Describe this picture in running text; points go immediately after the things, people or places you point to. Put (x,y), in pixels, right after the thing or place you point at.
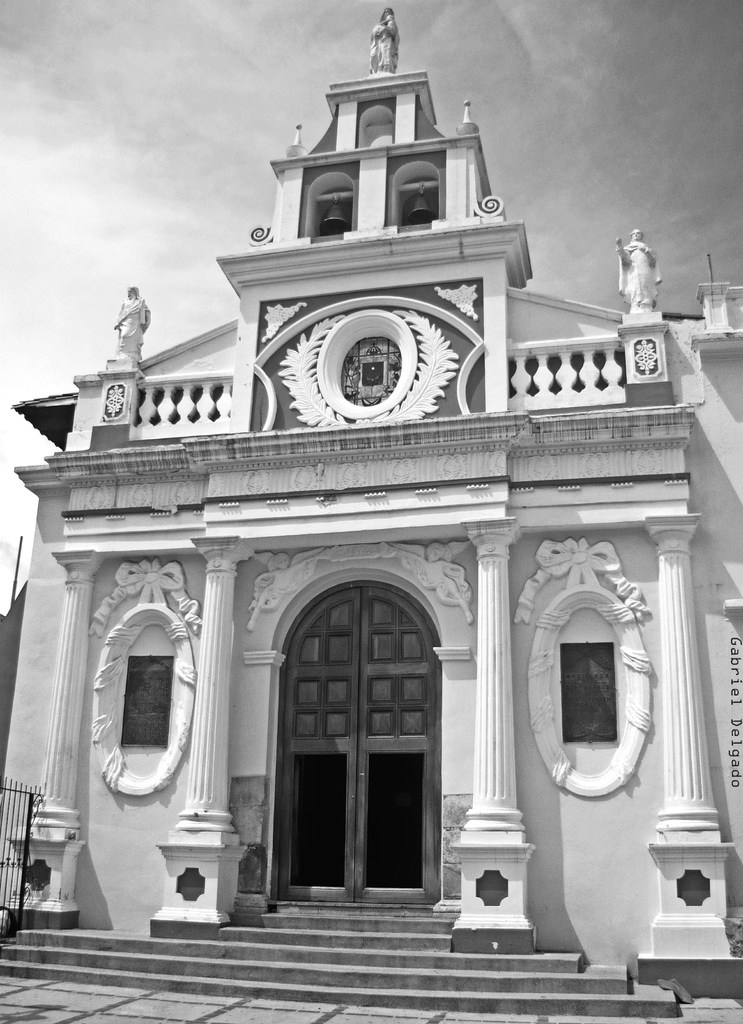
In this picture we can see a building (352,539) and sculptures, on the right side of the image (730,782) we can see some text (733,664) and it is a black and white photography.
